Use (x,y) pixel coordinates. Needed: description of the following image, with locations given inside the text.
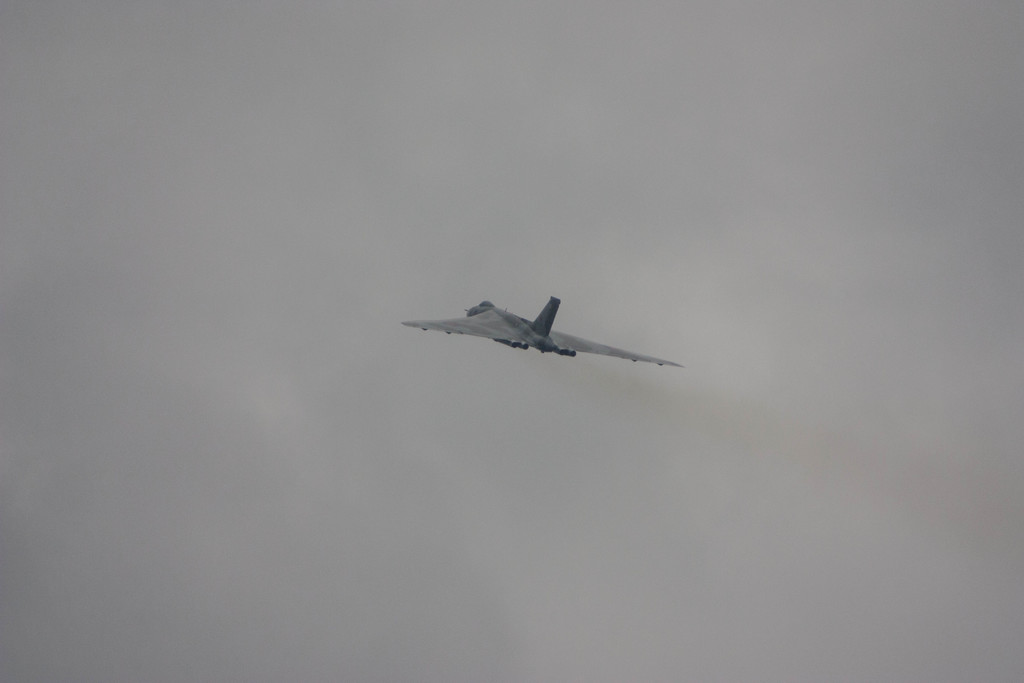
In the image we can see there is an aeroplane (559,343) flying in the sky (508,370).
